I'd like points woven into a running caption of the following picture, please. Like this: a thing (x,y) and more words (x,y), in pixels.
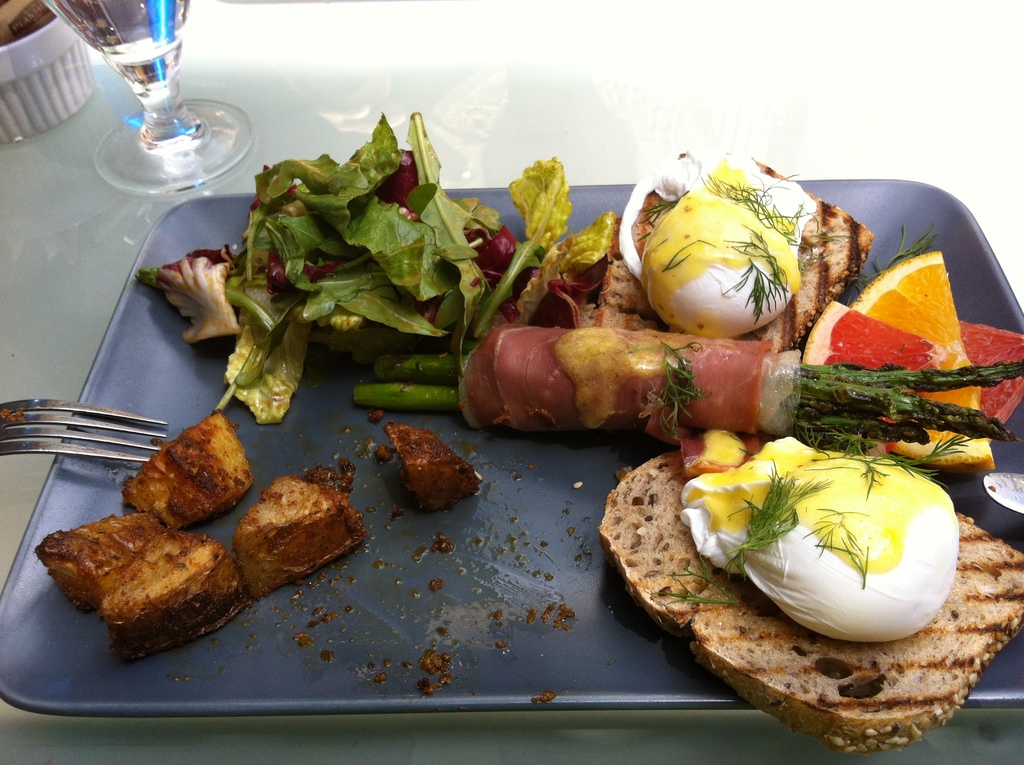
In this image I can see few food items (547,230) in the tray (509,667). I can see the fork (92,411), glass (125,49) and few objects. The tray (124,379) is on the white color surface (49,273).
